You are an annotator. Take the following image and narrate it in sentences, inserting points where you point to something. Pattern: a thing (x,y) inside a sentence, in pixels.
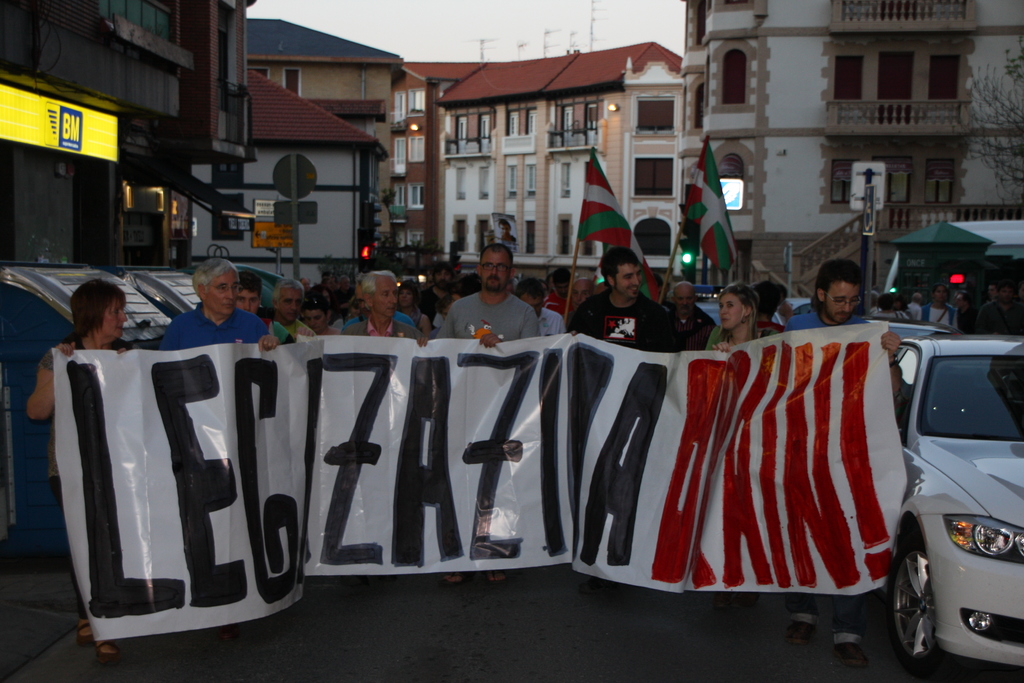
In the image we can see there are many people (684,301) wearing clothes (350,334). This is a banner (521,428), vehicle (939,473), headlights (981,516) of the vehicle (986,531), flag (621,220), building (552,118) and the windows (514,123) of the building (488,146), fence (470,142) and a sky (454,41). This is a road (495,624).
